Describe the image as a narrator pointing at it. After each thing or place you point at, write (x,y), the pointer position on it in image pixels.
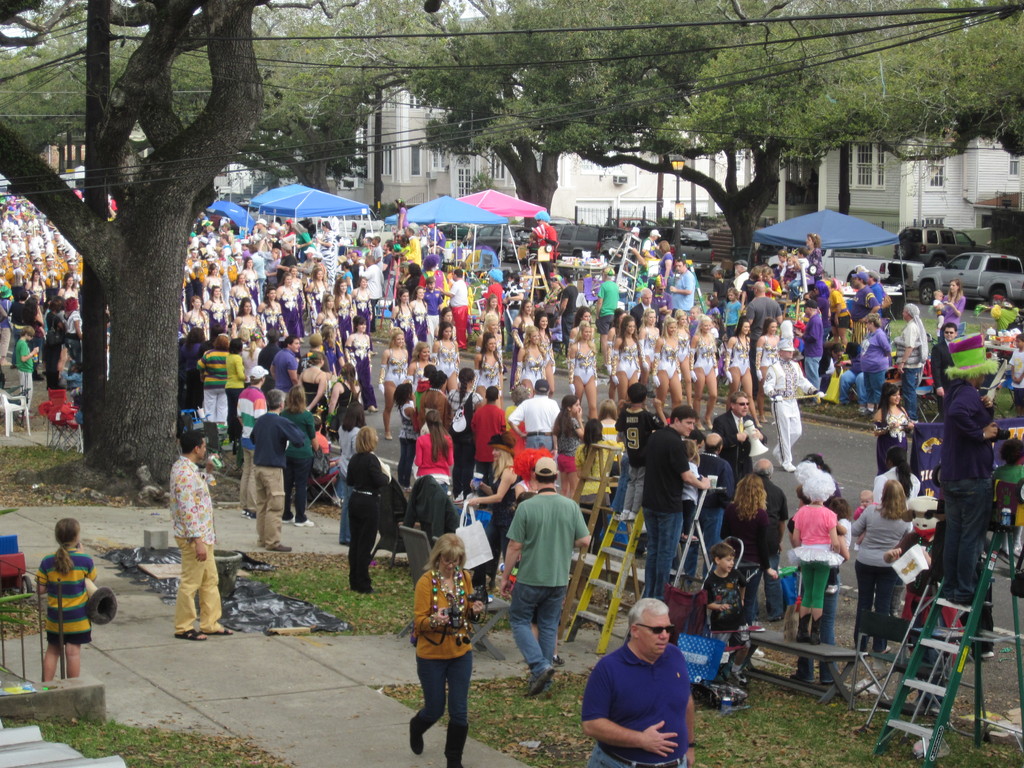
On the left side (126,15), there is a tree (242,135), a pole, there are persons (501,523), tables (837,650) and chairs (418,536) on a footpath (231,673). On the right side (758,419), there are persons (1011,441) in different color dresses (976,511) on the road (1006,609). In the background (946,276), there are tents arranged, there are vehicles (962,274), trees (978,78) and buildings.
